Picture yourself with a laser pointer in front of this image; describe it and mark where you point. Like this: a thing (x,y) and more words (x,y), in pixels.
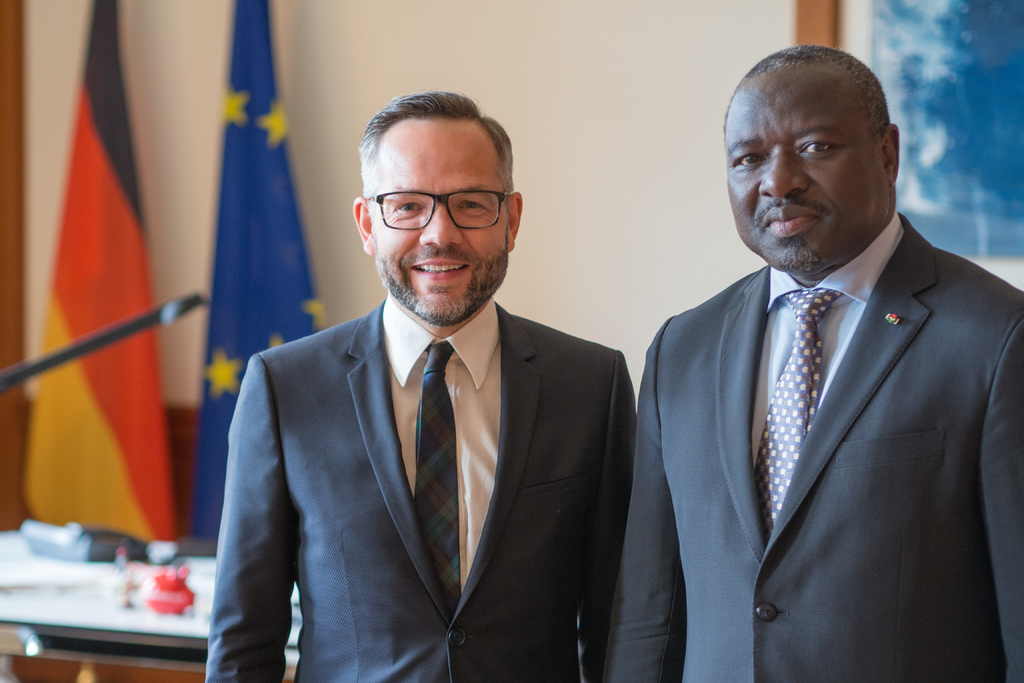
In the image I can see people (391,445) are standing and smiling. In the background (101,150), I can see some other objects (125,216).
